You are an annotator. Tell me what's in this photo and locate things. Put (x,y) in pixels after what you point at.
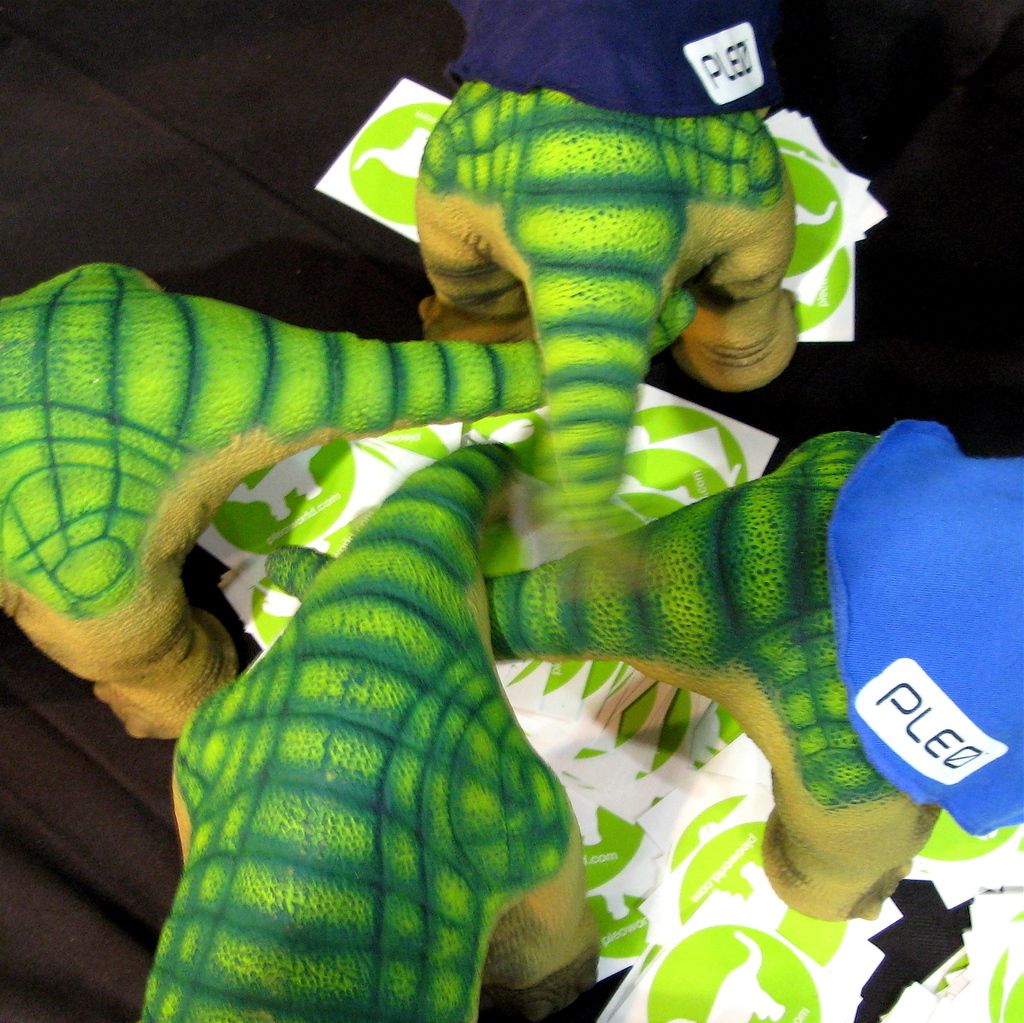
In this picture we can see four toys (529,838), papers (800,236), clothes (631,13) and these are placed on a platform (178,147).
